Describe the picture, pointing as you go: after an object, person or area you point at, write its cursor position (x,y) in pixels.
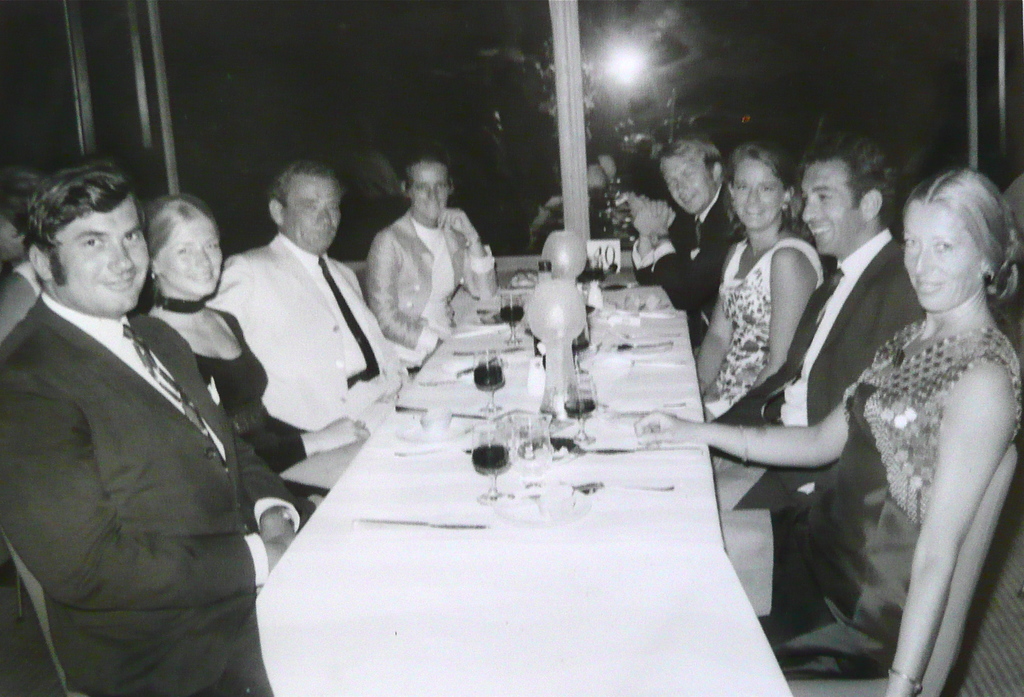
In this picture we can see a group of people (724,239) sitting on chair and on table (675,311) we can see glass (535,420), paper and water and in the background (621,42) we can see pole (559,24), light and i think this is a black and white picture.
